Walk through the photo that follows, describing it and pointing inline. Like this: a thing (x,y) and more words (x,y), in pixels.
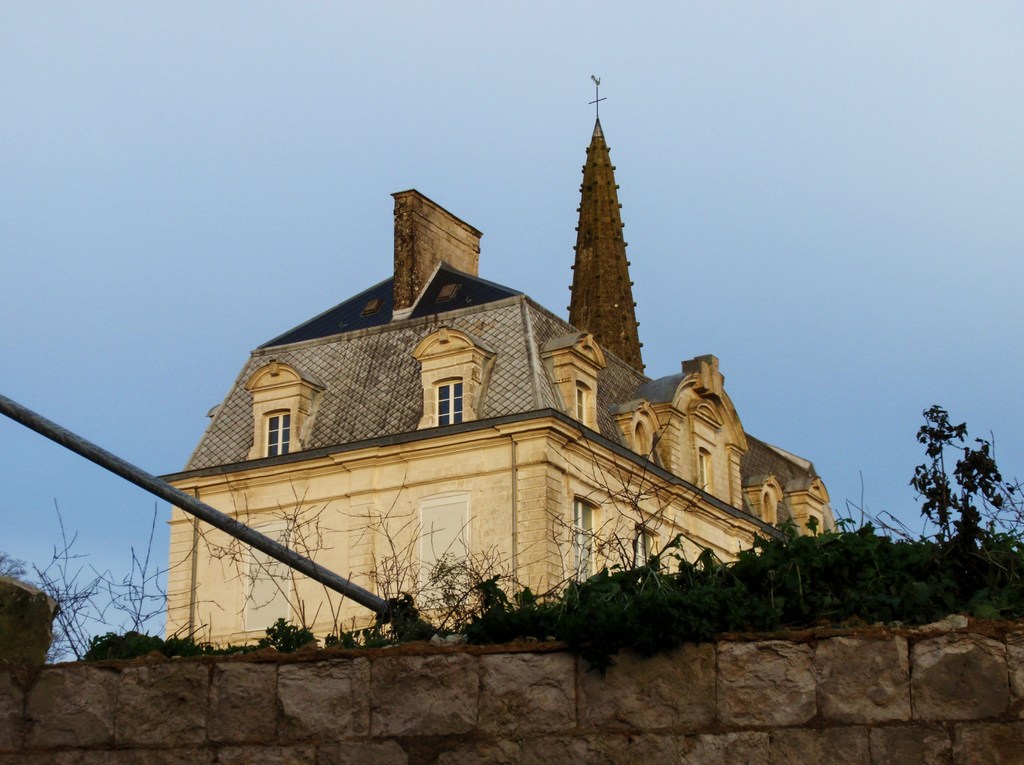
In this picture we can see the wall (393,674), plants (551,618), pole (226,532), building (572,329) with windows (286,418) and in the background (96,420) we can see the sky (96,420).
